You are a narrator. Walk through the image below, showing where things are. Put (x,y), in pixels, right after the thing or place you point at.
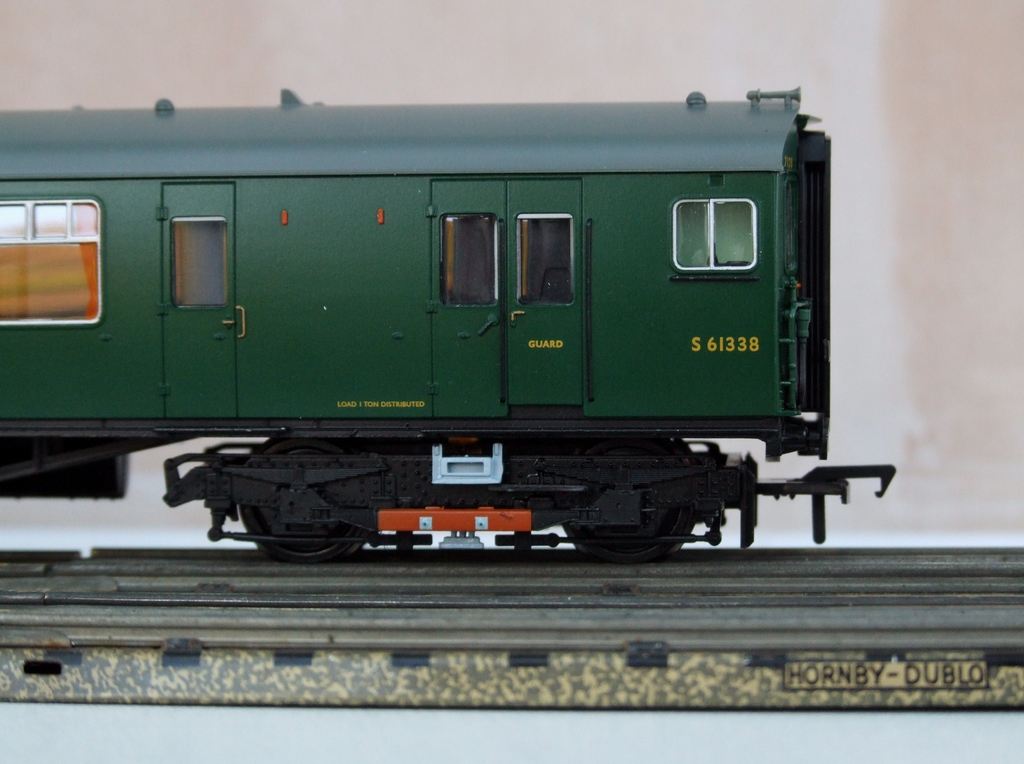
It's a miniature (561,149), this is the train (441,223). It is in green color.
